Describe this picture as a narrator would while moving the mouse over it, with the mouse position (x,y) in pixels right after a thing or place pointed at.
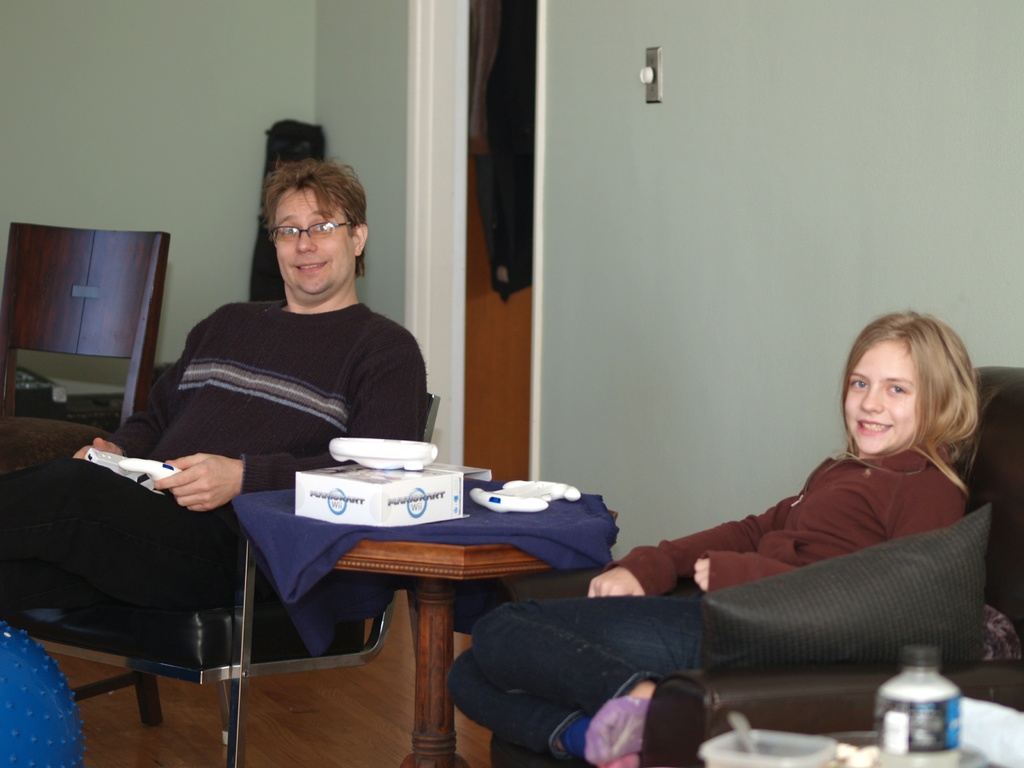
In this picture we can see man (325,430) and girl (873,441) sitting on chairs (351,635) and sofa (703,675) with pillows (722,654) on it and in between them we have table (420,543) and on table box (407,509), cloth (472,520) and in background (694,199) we can see wall (545,197), chair (60,291).
